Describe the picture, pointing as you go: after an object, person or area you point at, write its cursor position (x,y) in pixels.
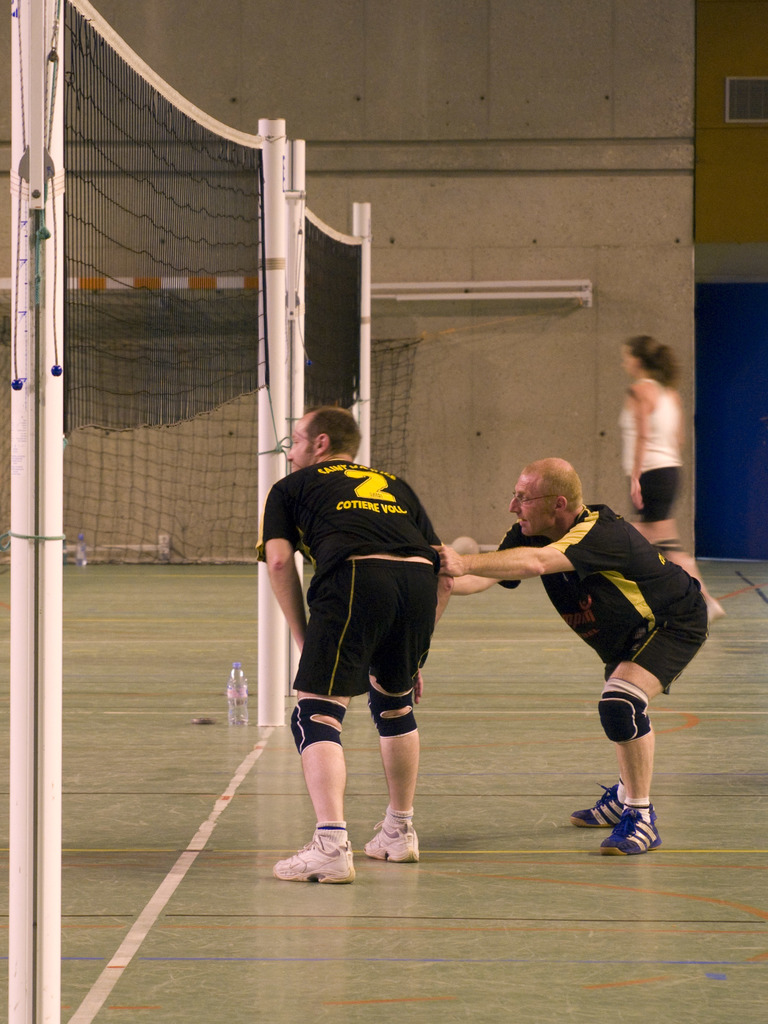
In this image there is a woman (672,446) walking, there are two men (494,579), they are wearing T-shirt (605,591), there is number (376,497), there is text (345,507) on the T-shirt (363,503), there are poles (279,383), there are nets (185,335), there is the wall (250,116) towards the top of the image (427,166), there are objects (521,298) on the wall (378,301), there is a wooden floor (349,939) towards the bottom of the image (302,916), there is a bottle (231,683) on the wooden floor (215,662).
